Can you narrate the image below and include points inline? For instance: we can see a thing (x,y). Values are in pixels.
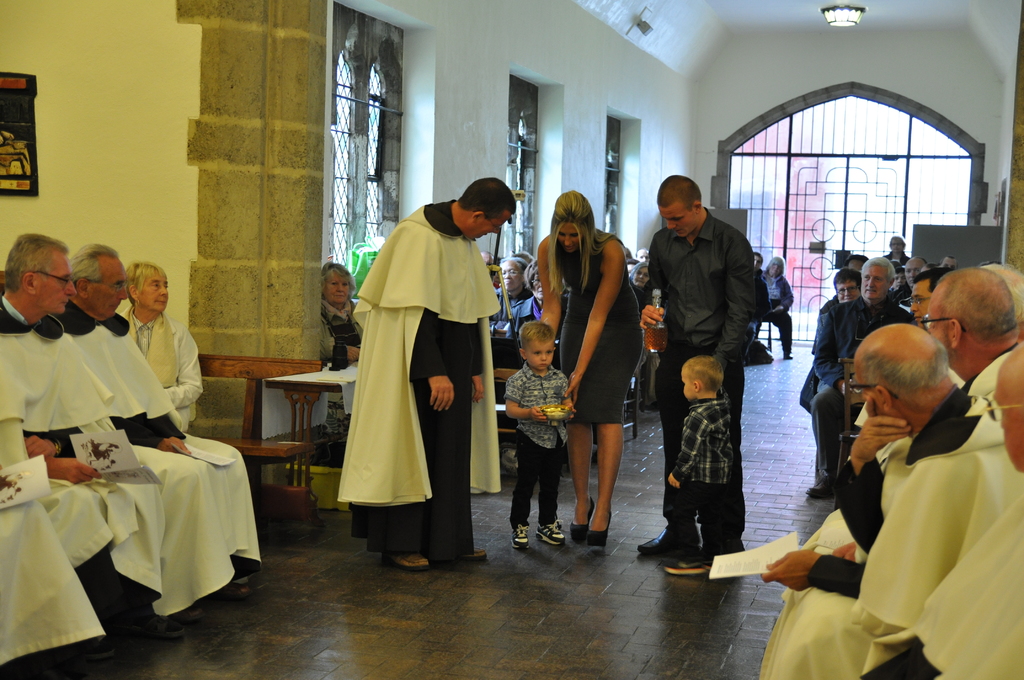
There are many priests (216,517) sitting on either side of the path (571,611). There are some people (633,266) sitting in the background (646,259). One couple (687,290) is having blessings from one priest (423,333). There are two kids (541,392) here. One is holding a bowl (553,417). In the background (779,208) we can observe an entrance gate (820,174) and a ceiling light (832,16) here.
